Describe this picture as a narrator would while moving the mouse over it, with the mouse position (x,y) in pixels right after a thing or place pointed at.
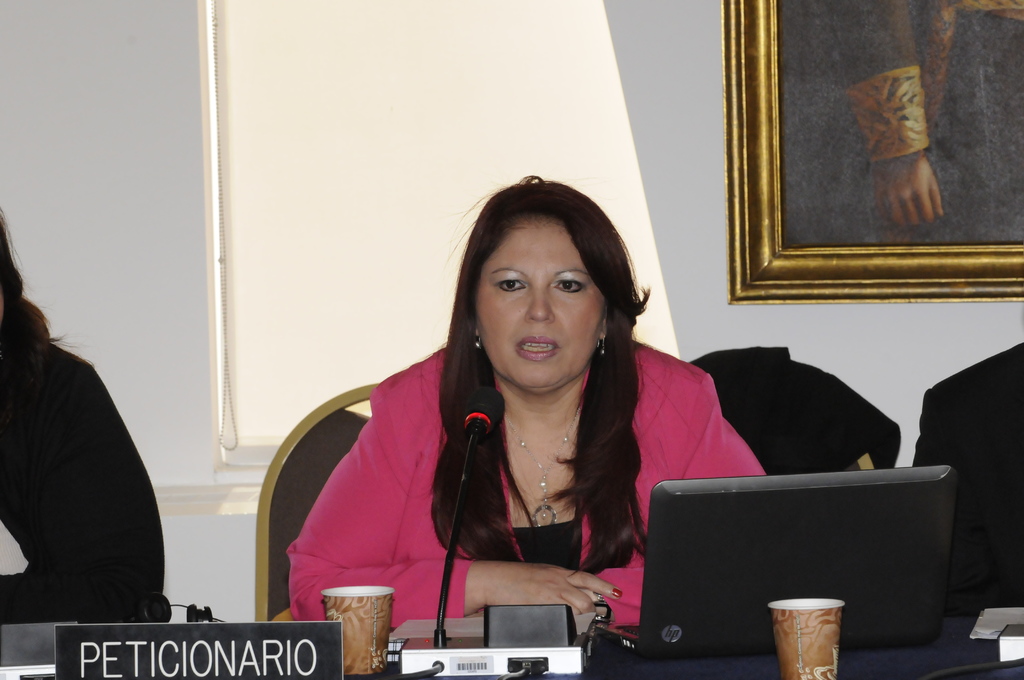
This picture shows a woman (591,523) seated on a chair (294,527) and speaking with the help of a microphone (474,407) and we see a laptop (748,605) and a paper cup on the table (959,639).
